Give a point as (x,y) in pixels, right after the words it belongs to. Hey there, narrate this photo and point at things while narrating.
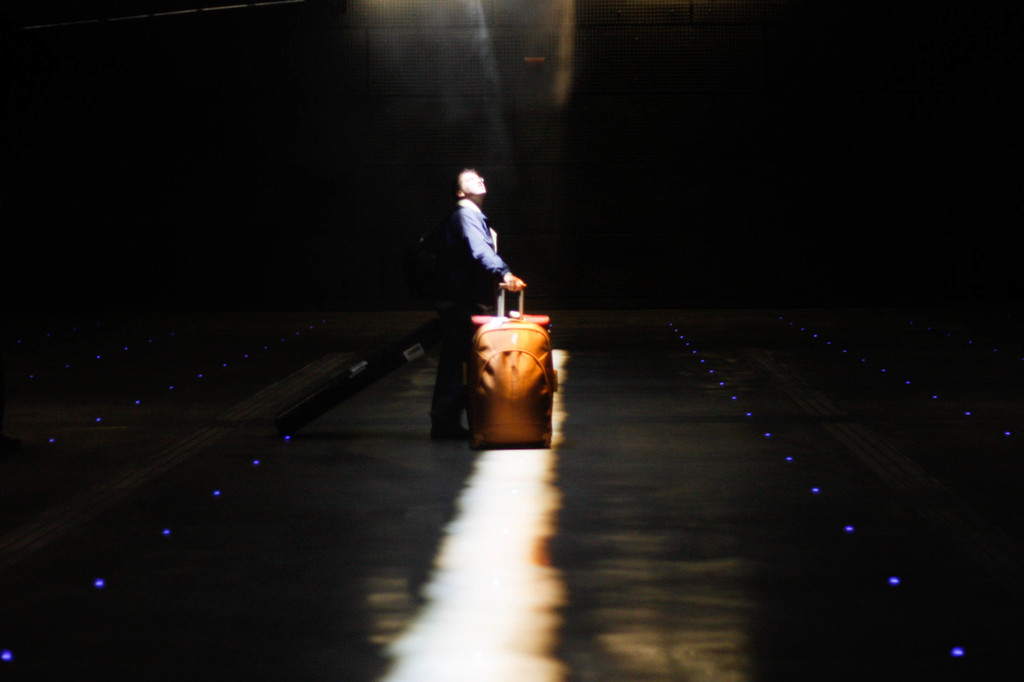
This image consists of a man (473,200) standing along with a bag (507,328). The bag (478,350) is in brown color. It looks like he is standing on the road (464,496). The background (42,208) is too dark.
